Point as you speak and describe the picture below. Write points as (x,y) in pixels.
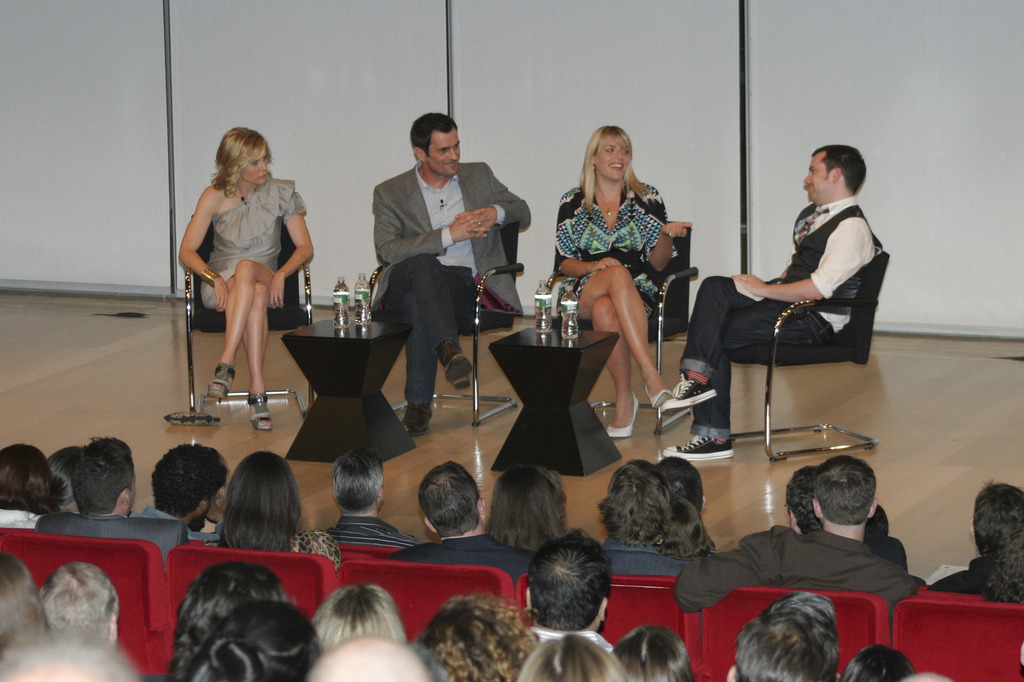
In this image there are two men (468,218) and two women (610,246) sitting in the chairs (673,305) present on the stage (903,449). In the background (522,123) we can see a wall (522,123). At the bottom (371,596) there are few persons (711,572) sitting. Image also consists of water bottles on the tables (554,350).
